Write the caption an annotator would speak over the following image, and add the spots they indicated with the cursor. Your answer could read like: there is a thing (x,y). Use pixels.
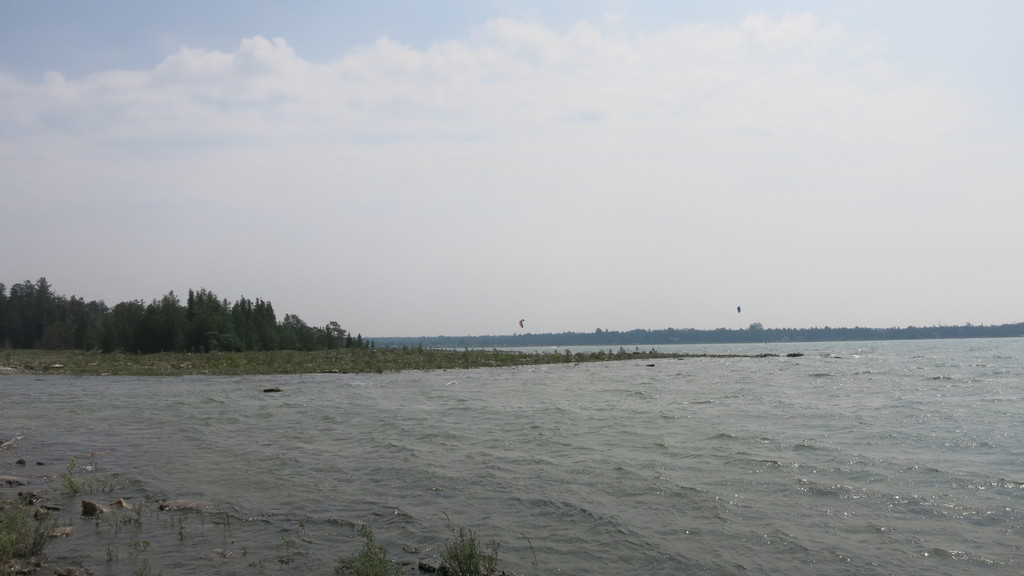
In this picture I can see trees (276,327) and water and looks like couple of kites (739,310) flying and I can see a blue cloudy sky (476,166).
